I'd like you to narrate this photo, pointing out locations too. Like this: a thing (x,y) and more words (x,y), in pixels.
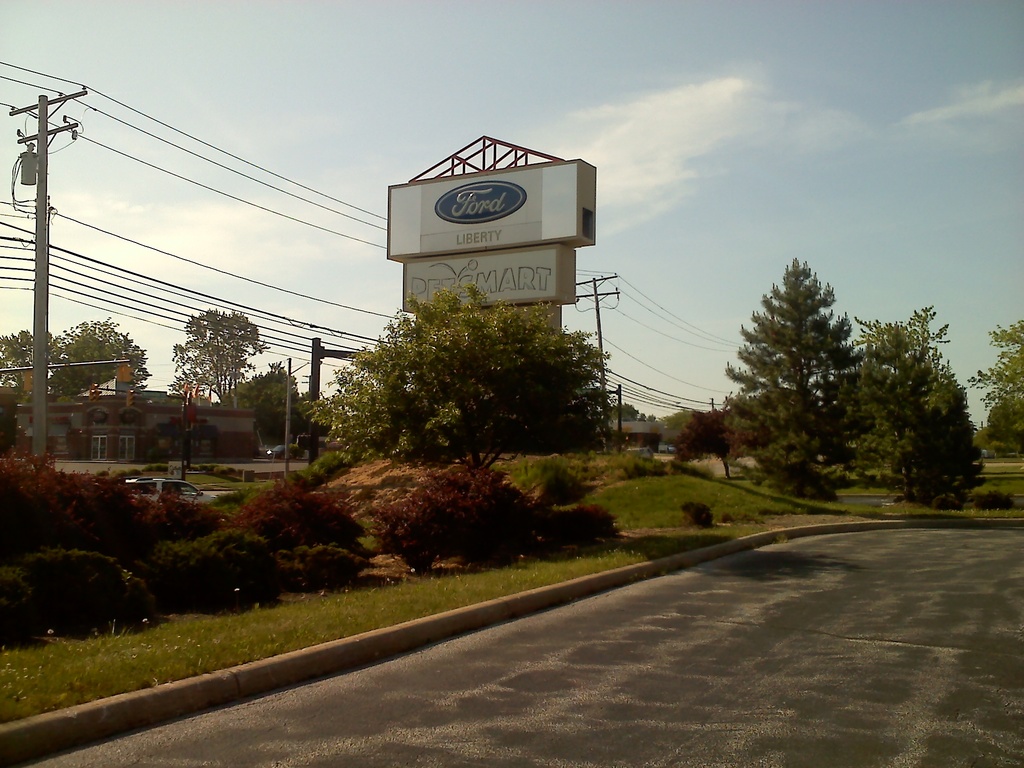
In this picture I see the road (615,634) in front (614,690) and in the middle of this picture (346,381) I see the grass (216,482), plants (96,487), trees (359,366), poles (37,367), wires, 2 boards (441,220) on which there is something written and I see few cars (279,455). In the background (245,419) I see few buildings (226,441) and I see the sky (677,108).
